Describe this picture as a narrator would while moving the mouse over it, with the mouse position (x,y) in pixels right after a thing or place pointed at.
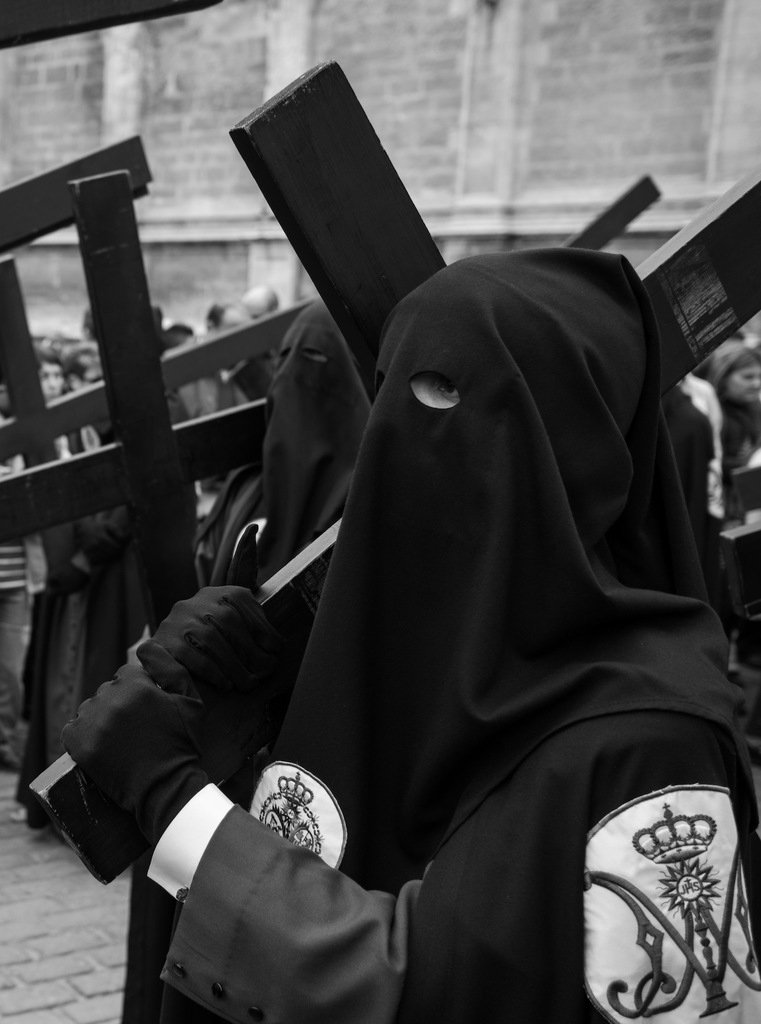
In the foreground of this image (534,684), there is a man (462,666) in black dress (454,667) holding a cross symbolize structure (378,326) in his hand (272,663). In the background (224,11), there is the crowd (161,334) and the wall (193,56).
